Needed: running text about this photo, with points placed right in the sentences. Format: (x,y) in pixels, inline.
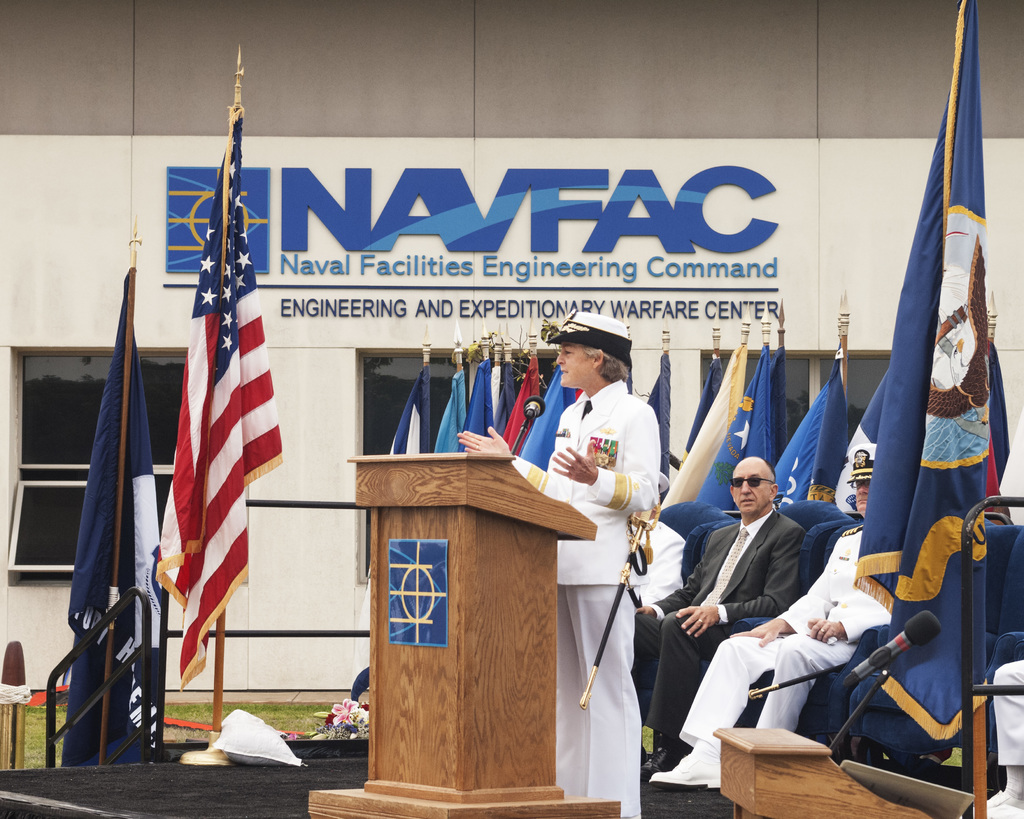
In the center of the image (608,391) we can see a person (561,573) is standing in-front of the podium (556,514) and talking and wearing a uniform (559,597), cap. On the podium (536,621), we can see a mic (535,405). In the background of the image (645,287) we can see a building (380,261), text (528,186) on the wall (521,330), flags (75,679), rods (969,586) and some people (702,612) are sitting on the chairs (801,502). At the bottom of the image (169,802) we can see the stage (188,797), podium (795,760), mic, paper (898,783), ground (298,704), flower pot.
